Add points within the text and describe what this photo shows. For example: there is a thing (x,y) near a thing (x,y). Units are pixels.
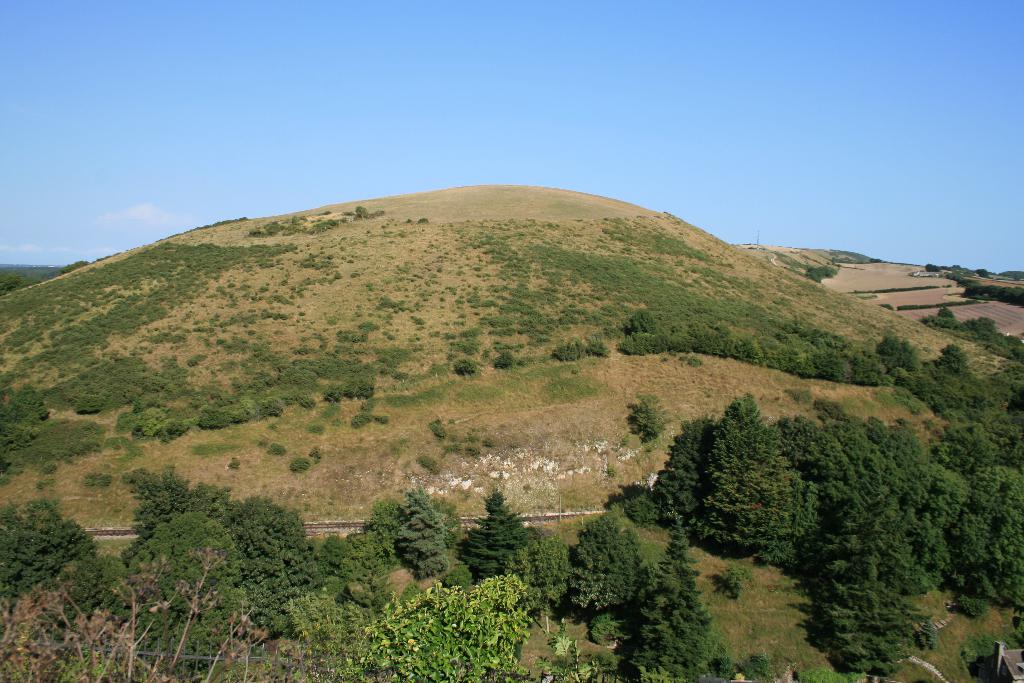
In this picture there is greenery (544,237) in the center of the image (531,281).
